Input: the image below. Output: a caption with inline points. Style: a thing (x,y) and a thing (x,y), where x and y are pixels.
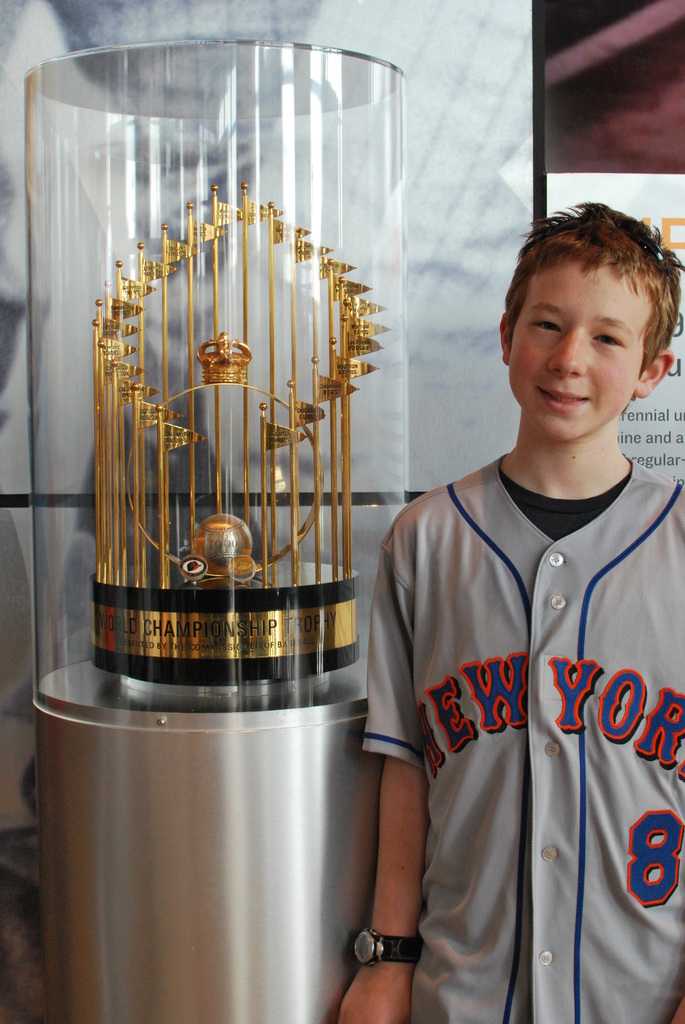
The image is taken indoors. In the background (577,195) there is a board (615,173) with a text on it. On the right side of the image (537,625) a boy (495,609) is standing. In the middle of the image (271,611) there is a trophy (282,599) in the glass box (108,148).
